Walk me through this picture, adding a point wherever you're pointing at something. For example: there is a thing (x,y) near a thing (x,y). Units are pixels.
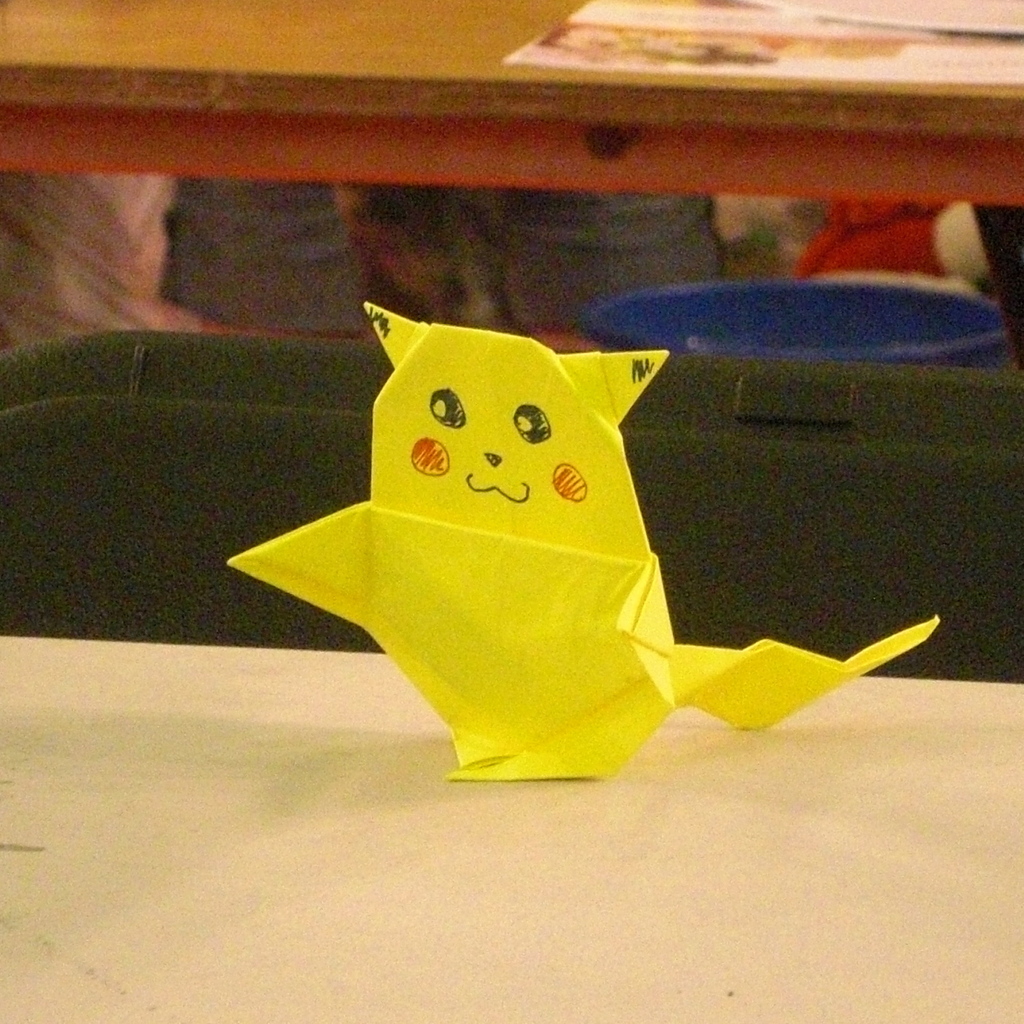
In this image we can see paper craft (531,603) on the table (423,731). In the background (598,169) we can see paper (750,33) and objects (687,200).
